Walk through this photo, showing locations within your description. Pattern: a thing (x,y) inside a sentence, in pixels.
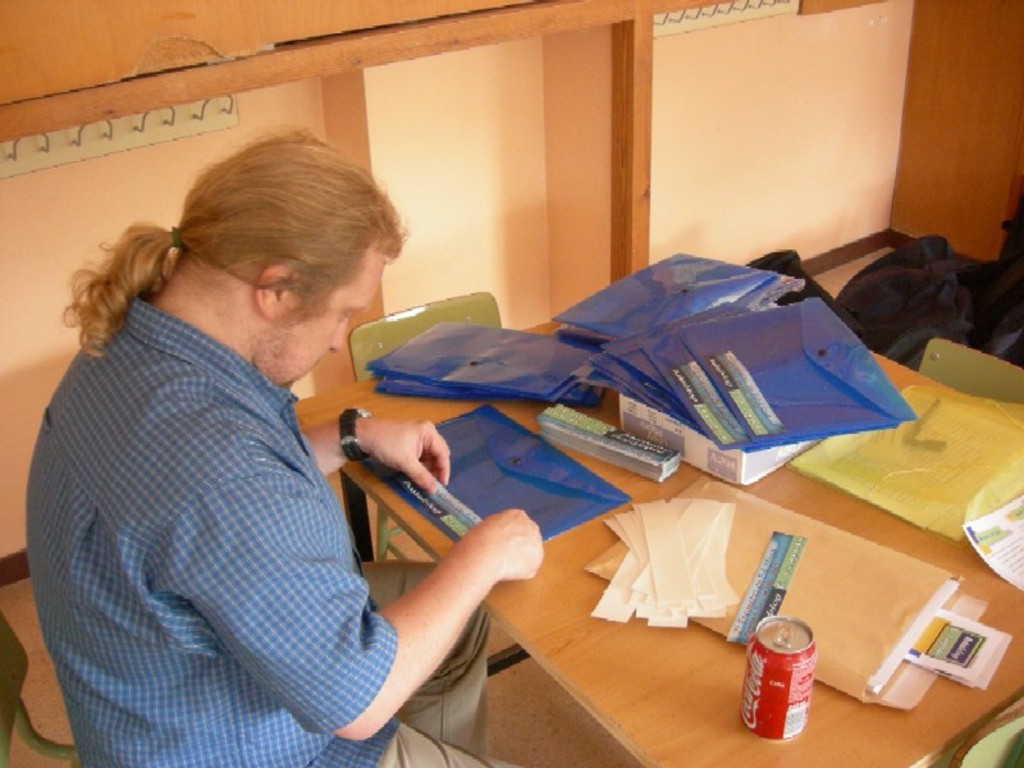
In this image there is a man (328,661) sitting on chair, in front of him there is a table (1017,631), on that table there are files (805,396), papers (821,638), coke can (765,683), around the table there are chairs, in the background (816,86) there is a wall (689,39).
